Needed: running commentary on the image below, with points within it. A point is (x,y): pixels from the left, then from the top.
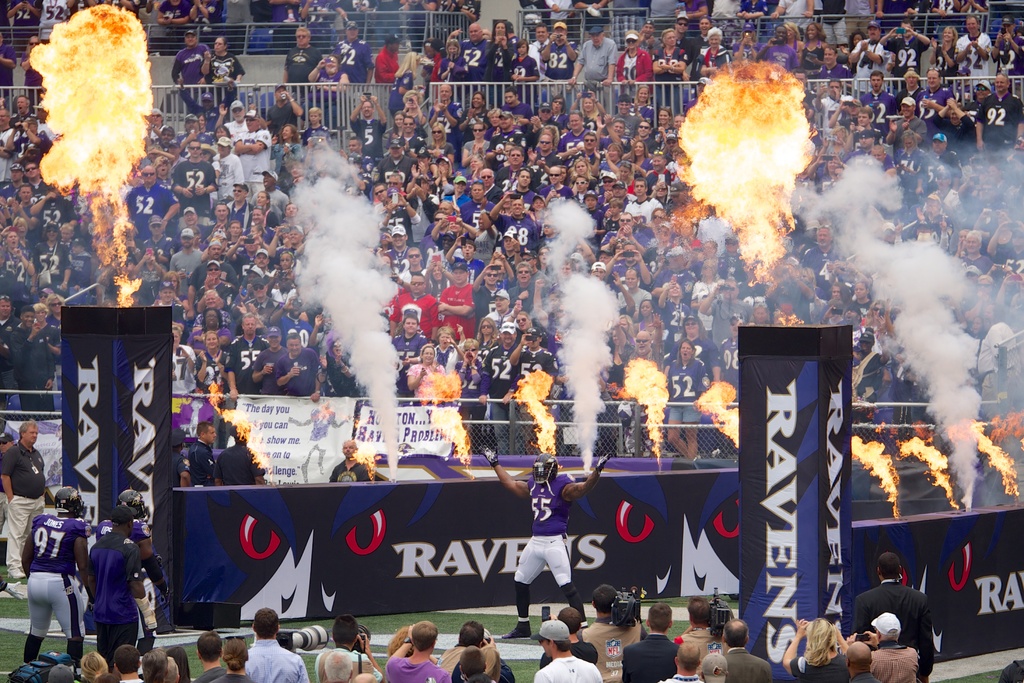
In the image I can see group of people (557,390) among them some are standing on the ground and some are standing behind fence (638,444). I can also see the fire (111,120), white smoke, banners (230,578) on which something written on it and some other objects (809,552) on the ground (197,669).
